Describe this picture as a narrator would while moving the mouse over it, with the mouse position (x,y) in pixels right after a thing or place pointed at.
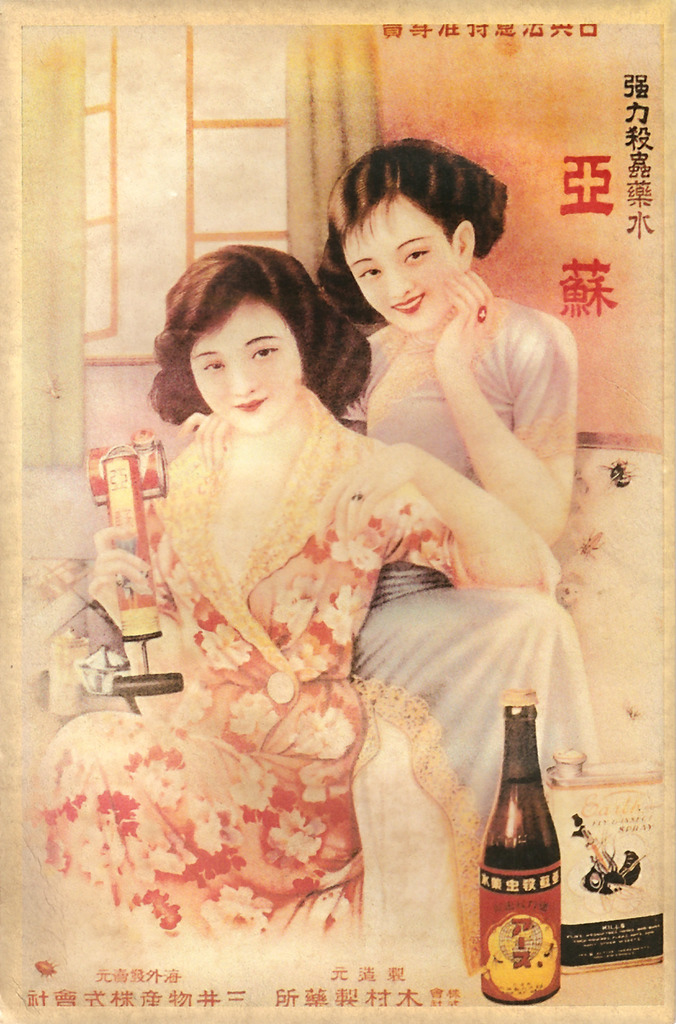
I see this is a poster (327,27) in which there are 2 women (296,276) and I see this woman (315,472) is holding a thing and there is a bottle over here. In the background (70,358) I see the window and the curtain (77,209).
